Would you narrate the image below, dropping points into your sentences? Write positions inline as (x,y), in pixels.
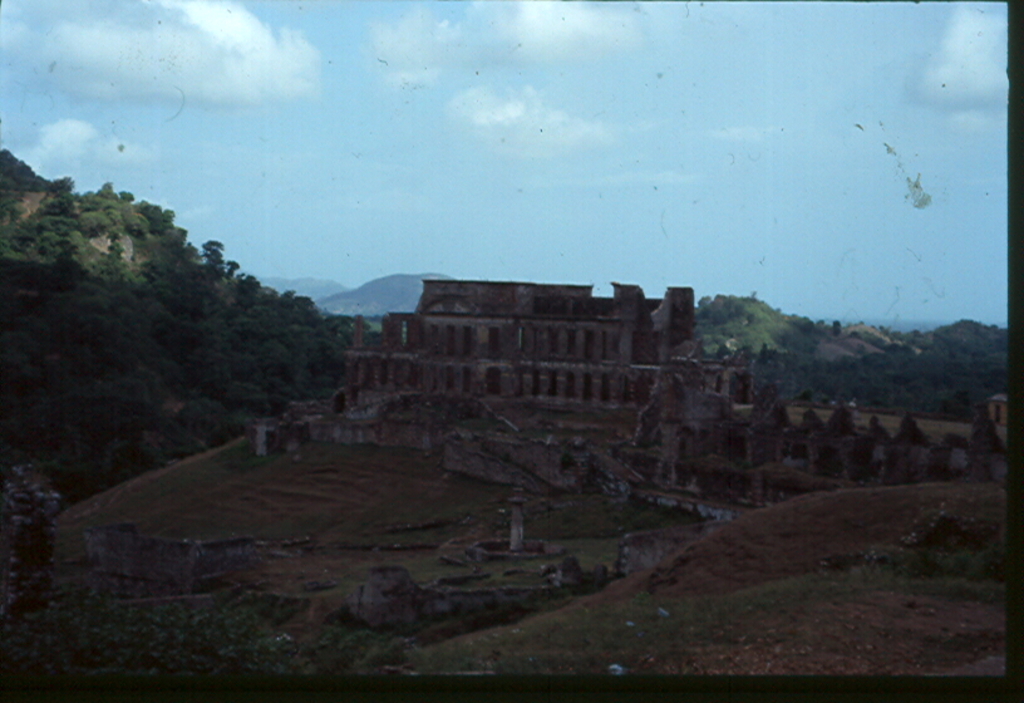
In this picture I can see a fort (586,480), and in the background (52,117) there are trees (159,350), hills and the sky (481,174).
